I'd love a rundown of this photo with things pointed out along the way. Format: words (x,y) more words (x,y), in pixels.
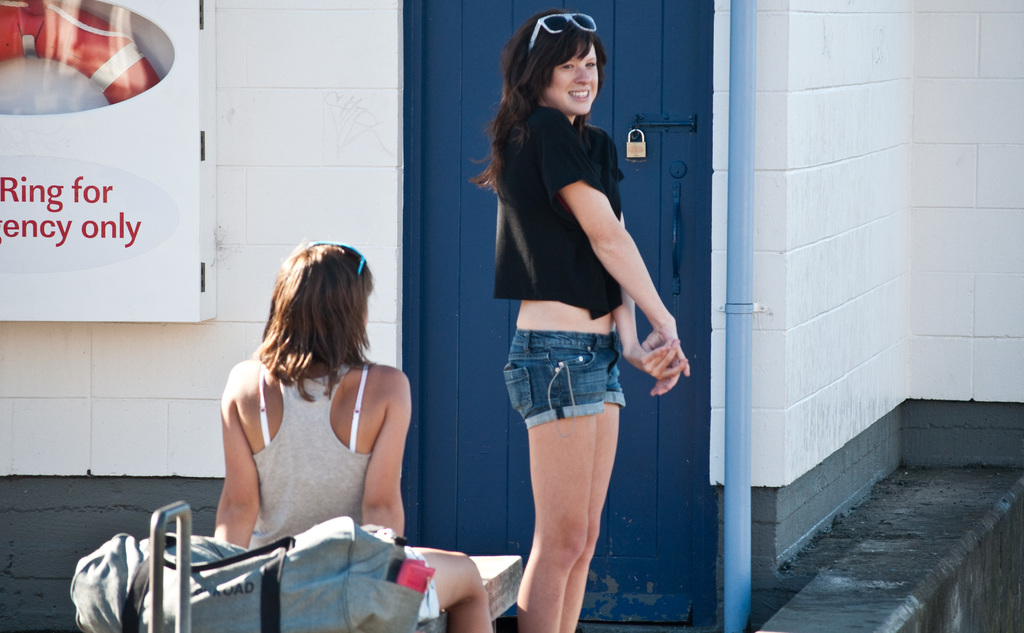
In this picture we can observe two women (534,210). One of the women (549,312) was standing wearing black color dress (543,295) and spectacles (561,22) on her head (564,67). She is smiling and the other woman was sitting on the bench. Behind her there is a bag (203,570) which is in grey color. In the background (443,207) we can observe blue color door (454,245) and white color poster (72,245) fixed to the white color wall (211,345).
